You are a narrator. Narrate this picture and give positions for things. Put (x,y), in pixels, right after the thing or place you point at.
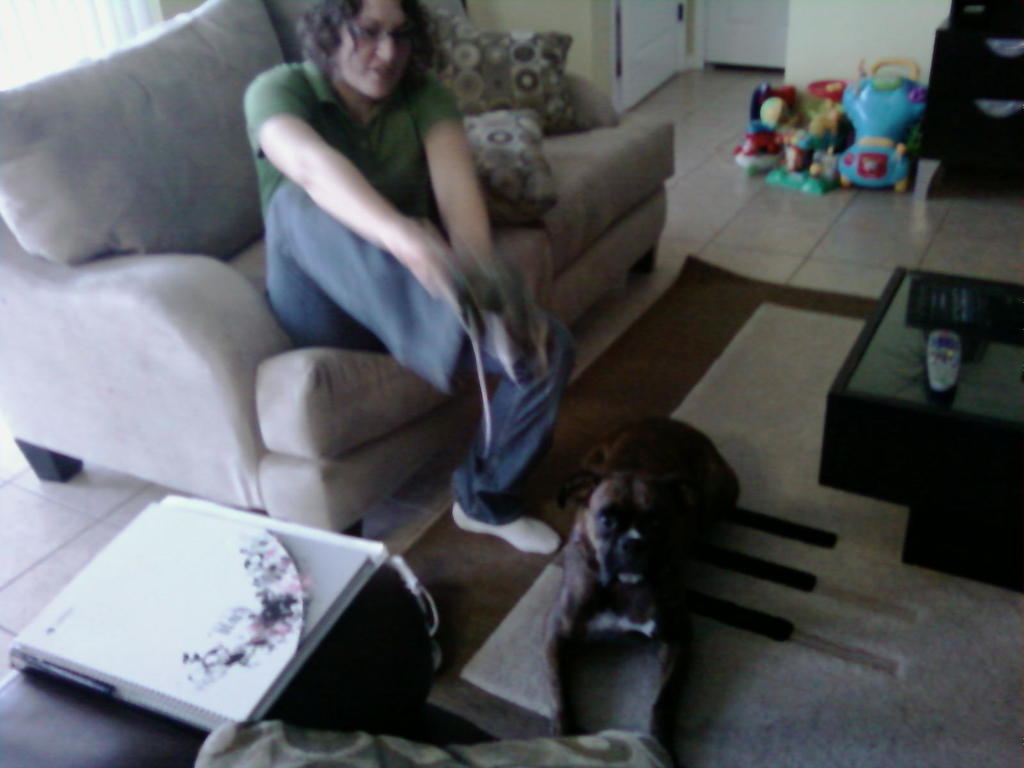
There is a woman (550,403) sitting on a chair (454,411). Here we can see a dog (677,430) on the floor (743,562). This is a wooden glass table (999,408) where a telephone (945,306) and a remote (943,336) are kept on it. In the background (902,111) we can see a toys (873,175) and a doors (716,1) as well.
